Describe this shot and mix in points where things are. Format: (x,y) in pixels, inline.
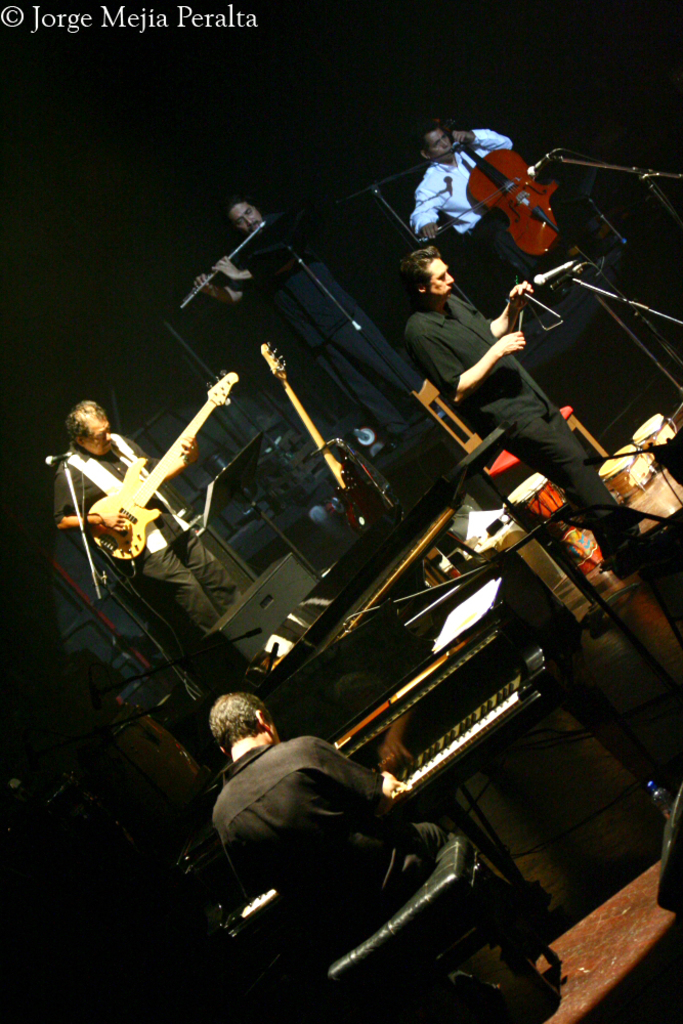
These persons (290,284) are standing and playing a musical instruments (483,192). This person (294,798) is sitting on a chair (428,887) and playing a piano (450,757). These are musical instruments (458,740). This is a mic (558,267) with mic holder (595,288).
